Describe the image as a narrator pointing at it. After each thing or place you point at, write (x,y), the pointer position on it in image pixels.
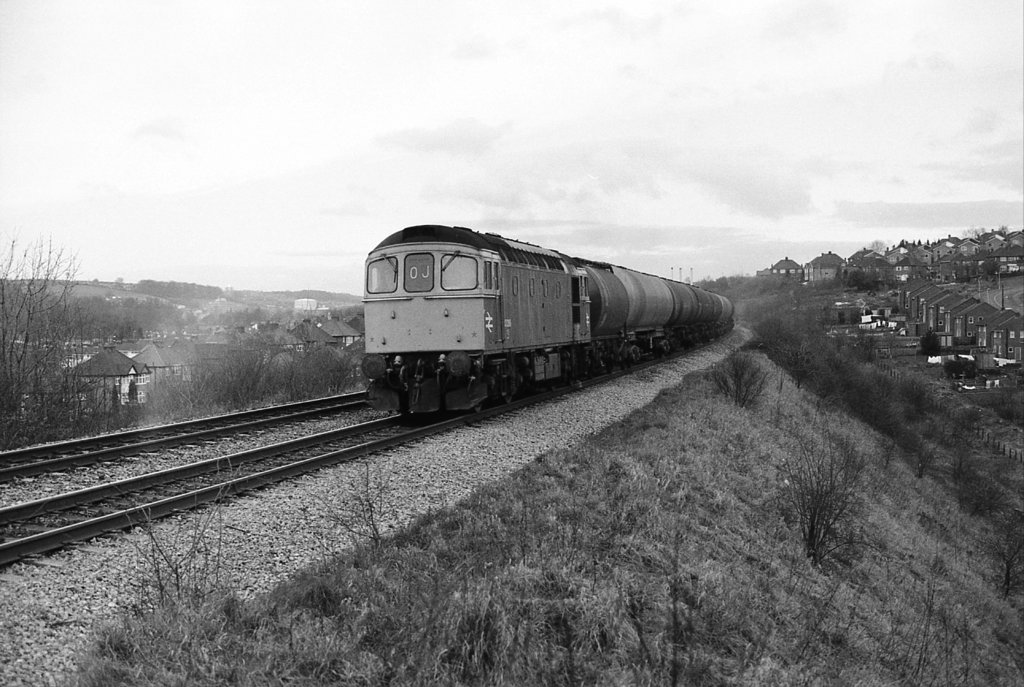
This image is a black and white image. This image is taken outdoors. At the top of the image (270,114) there is the sky (660,130) with clouds (789,158). At the bottom of the image (481,609) there is a ground (710,587) with grass (697,529) on it and there are a few plants (780,368). In the middle of the image (539,323) a train (430,357) is moving on the railway track (87,514). There are two tracks (54,528). On the left side of the image (186,341) there are a few houses (127,351) and there are many trees (26,391) and plants (67,367). On the right side of the image (943,303) there are many houses (940,316) and buildings (956,309). There are a few trees (829,341) and plants (897,413) on the ground (927,356).
